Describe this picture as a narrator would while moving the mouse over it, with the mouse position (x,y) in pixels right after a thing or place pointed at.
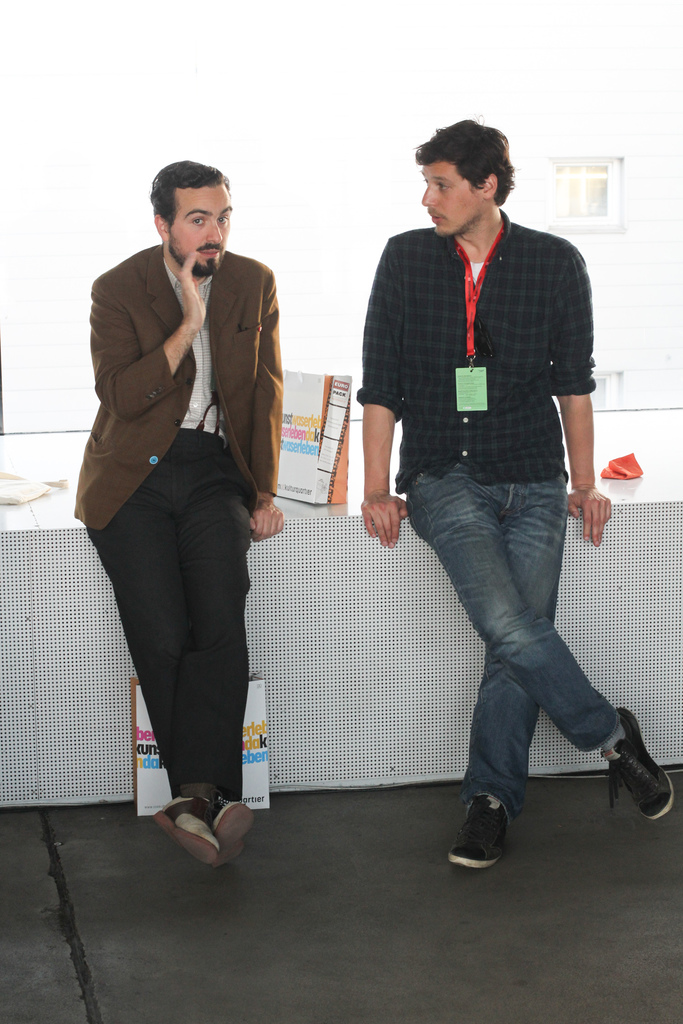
In this image we can see two persons (418,482) are sitting on a table (416,565). There are few objects (331,452) on the table (630,495). There is a window (621,198) of another building (621,198) behind the person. There is an object (251,760) placed on the surface (196,1022) in the image.
